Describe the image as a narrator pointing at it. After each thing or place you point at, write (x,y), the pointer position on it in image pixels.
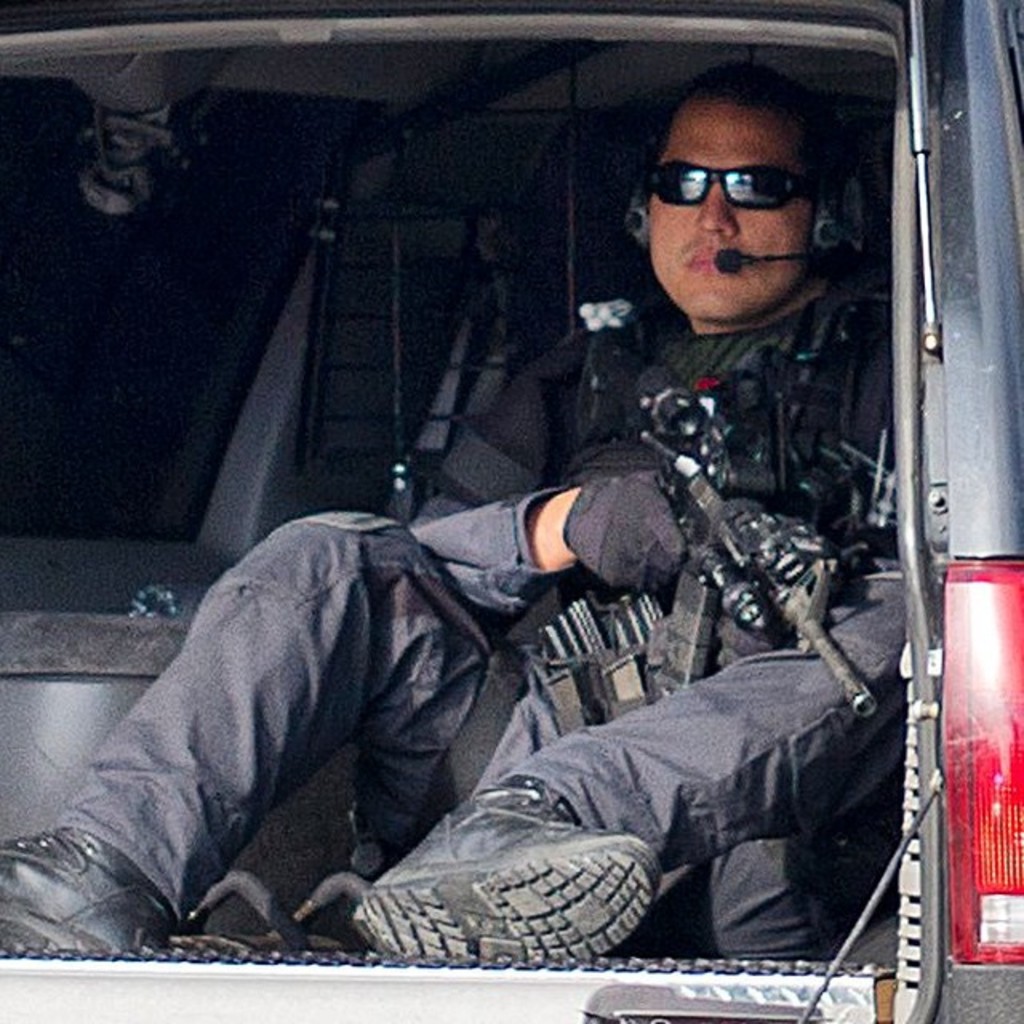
In this image I can see a man (672,765) is sitting in a car (430,461) wearing glasses (768,200) and earphones (632,219) over his head (751,285). He is holding a gun (759,589) in his hands (737,645).
